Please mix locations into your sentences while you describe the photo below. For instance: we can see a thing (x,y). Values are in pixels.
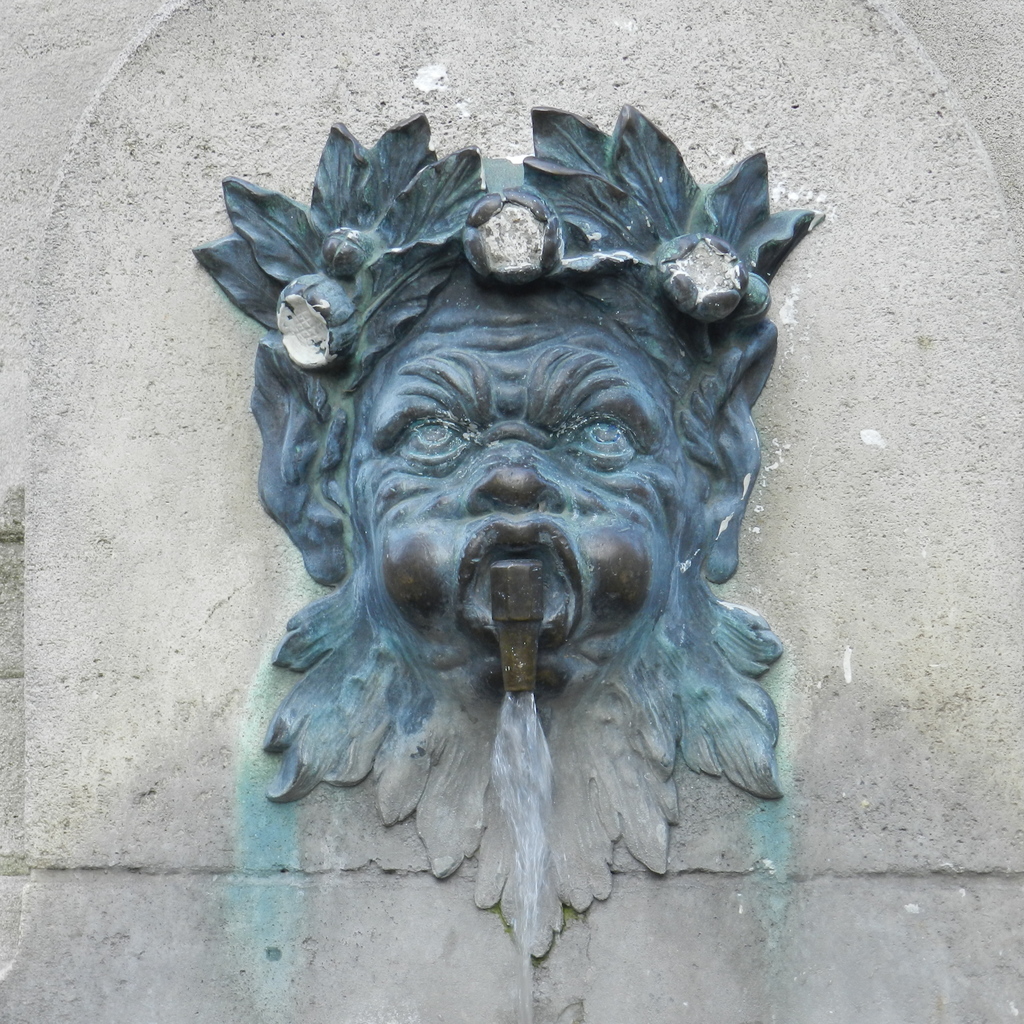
In this image, we can see a sculpture (769,733) carved on the stone (813,451).
